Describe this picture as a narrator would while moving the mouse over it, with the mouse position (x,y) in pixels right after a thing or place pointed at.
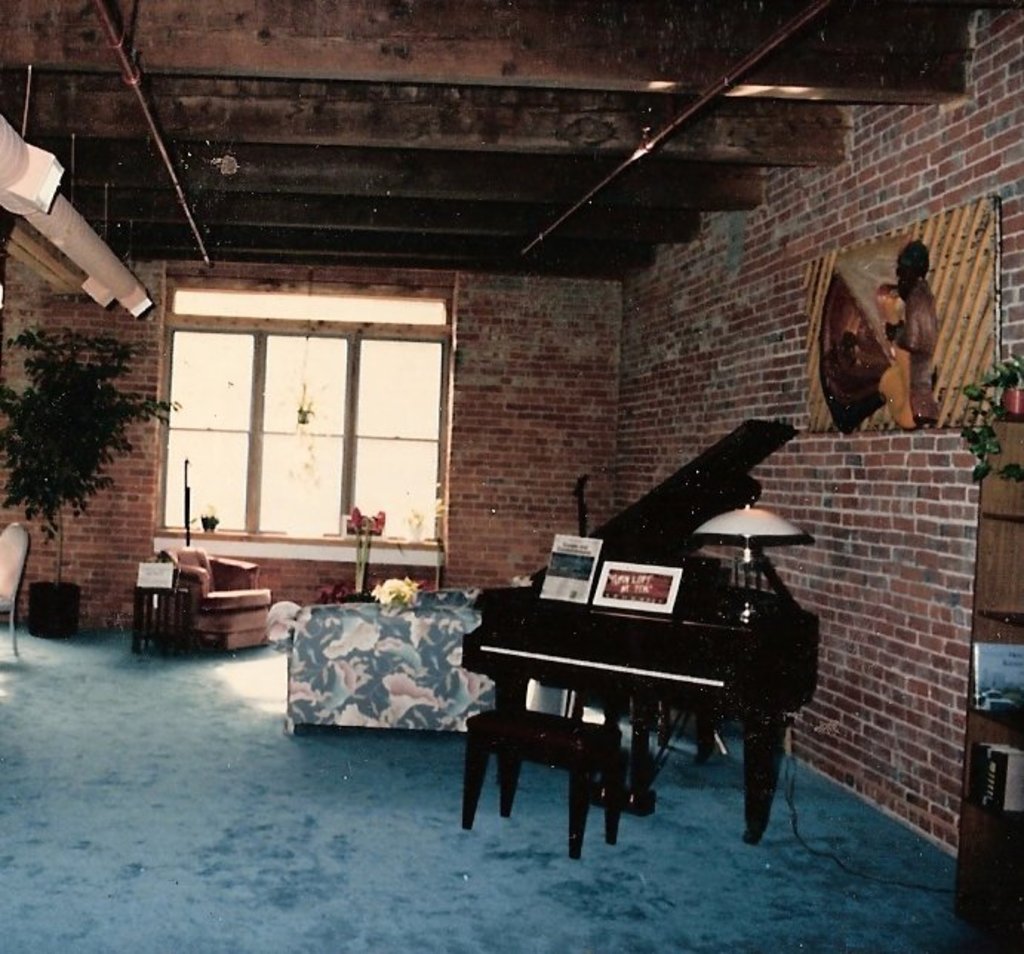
In this picture there is a piano (570,670) and two notebooks (610,576) on top of it. In the background (865,370) we observe a glass painting (812,364) and a window (366,402). The roof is beautifully designed.
